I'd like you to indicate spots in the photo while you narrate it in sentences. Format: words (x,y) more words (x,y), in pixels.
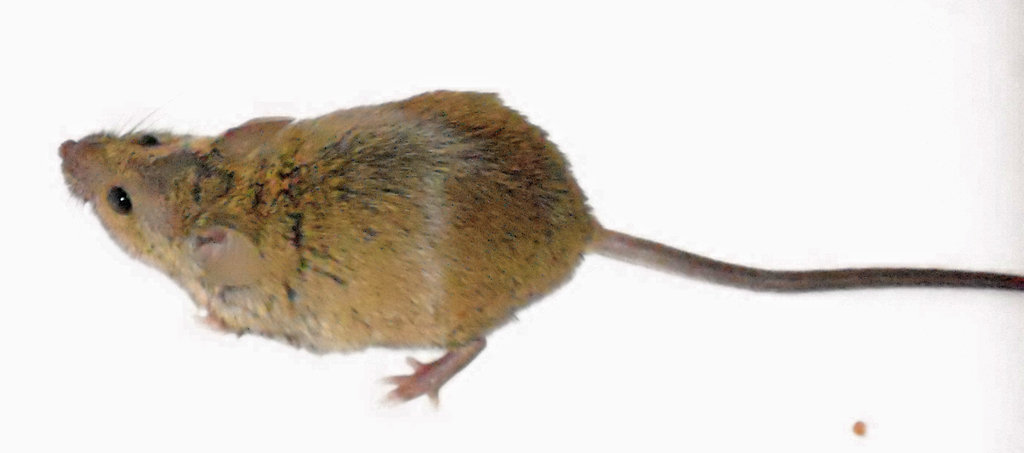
This is an edited picture. In this image there is a rat (849,277). At the back (53,181) there is a white background (890,117).
